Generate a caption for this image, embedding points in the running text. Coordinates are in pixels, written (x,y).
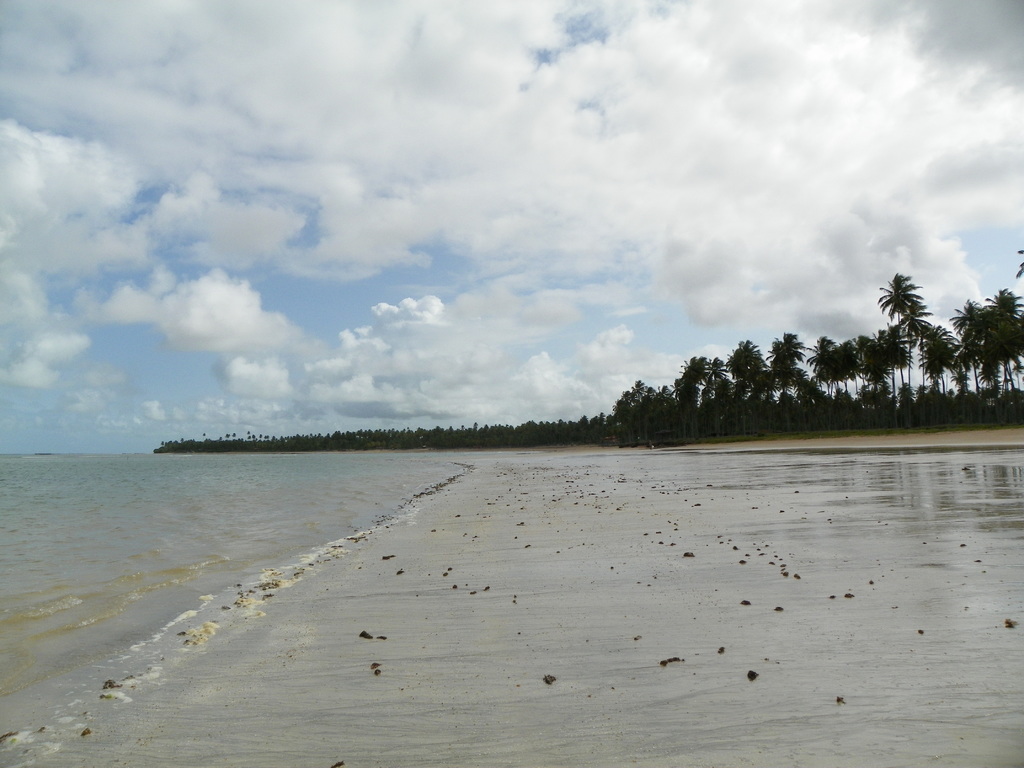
In this image I can see few trees (651,422), water (111,480) and the sky (559,217) is in blue and white color.
